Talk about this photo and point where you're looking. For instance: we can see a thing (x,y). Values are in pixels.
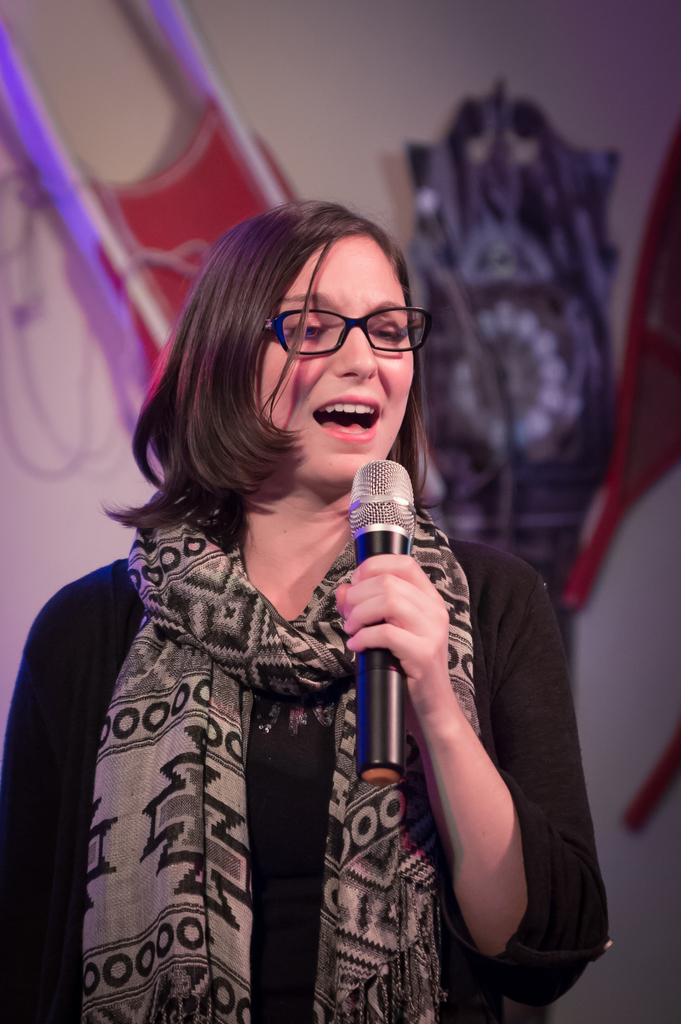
This is a picture of a woman (287,641) in black dress (510,722) with a scarf (181,732) holding a microphone (390,545) and singing a song. Behind the woman (200,681) there is a wall (267,104) with some items (439,220).
